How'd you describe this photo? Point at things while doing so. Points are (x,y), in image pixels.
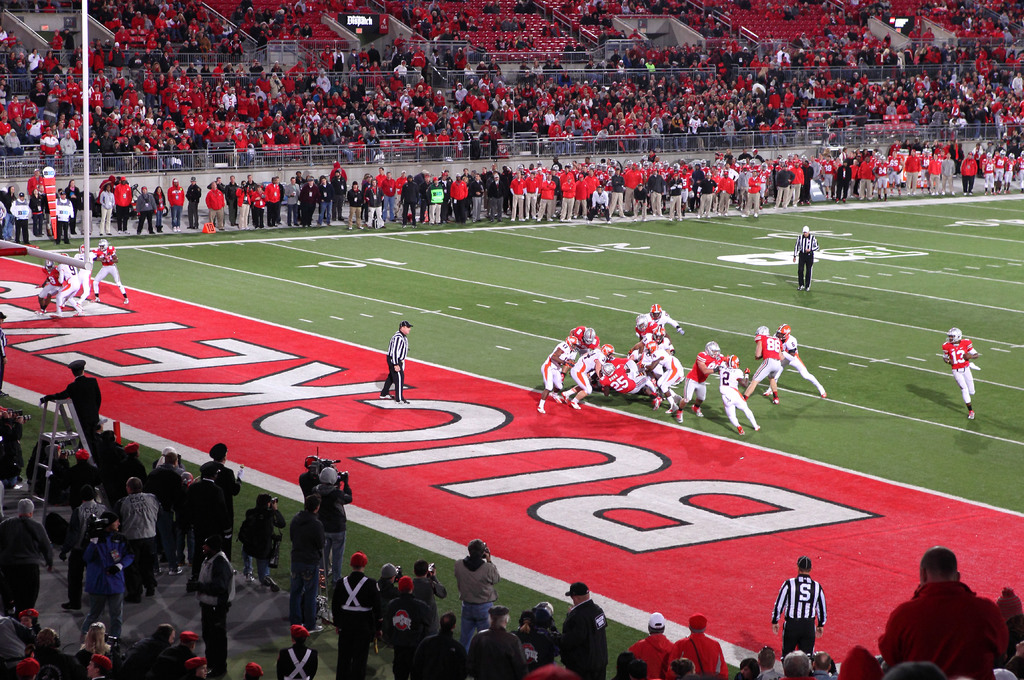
In this picture we can observe football ground (541,389). There are some player (671,383) in the ground (469,362). We can observe three referees (407,343). There are some people (441,660) standing around the ground (539,358) and there are some people (211,102) sitting in the stadium (427,86). Most of them are wearing red color t-shirts (626,171).
